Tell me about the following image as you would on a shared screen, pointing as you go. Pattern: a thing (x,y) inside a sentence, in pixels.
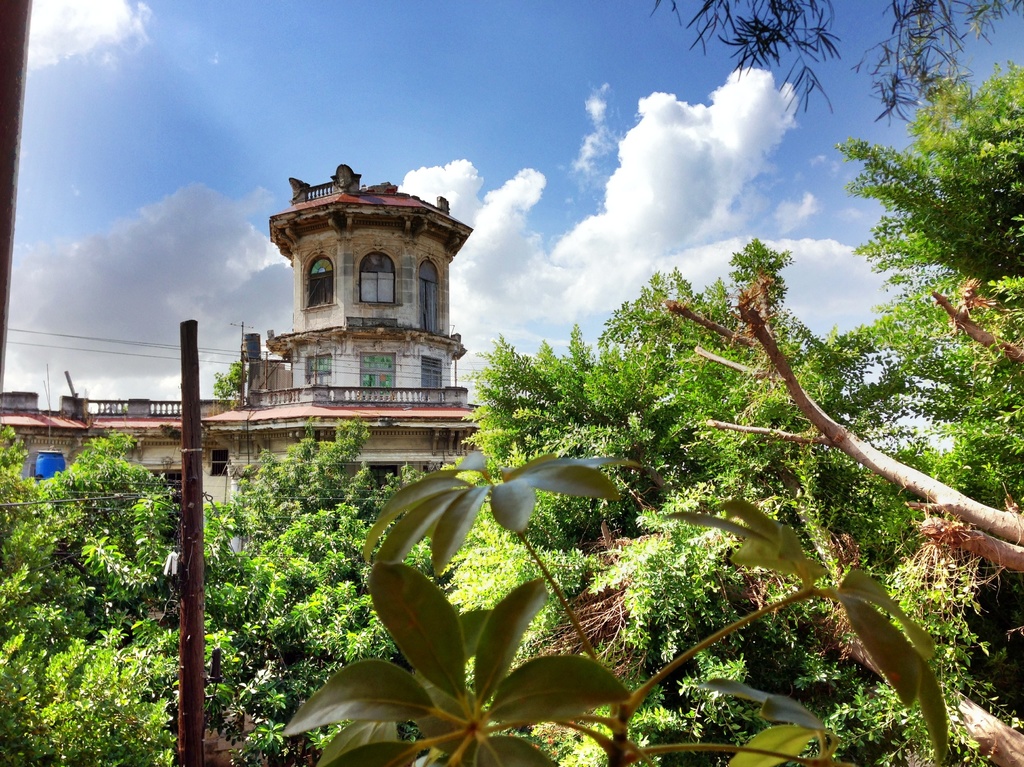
In this image I can see the plants (589,649), pole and the trees (639,402). In the background (374,338) I can see the building (350,261), clouds (52,310) and the sky (299,101).
